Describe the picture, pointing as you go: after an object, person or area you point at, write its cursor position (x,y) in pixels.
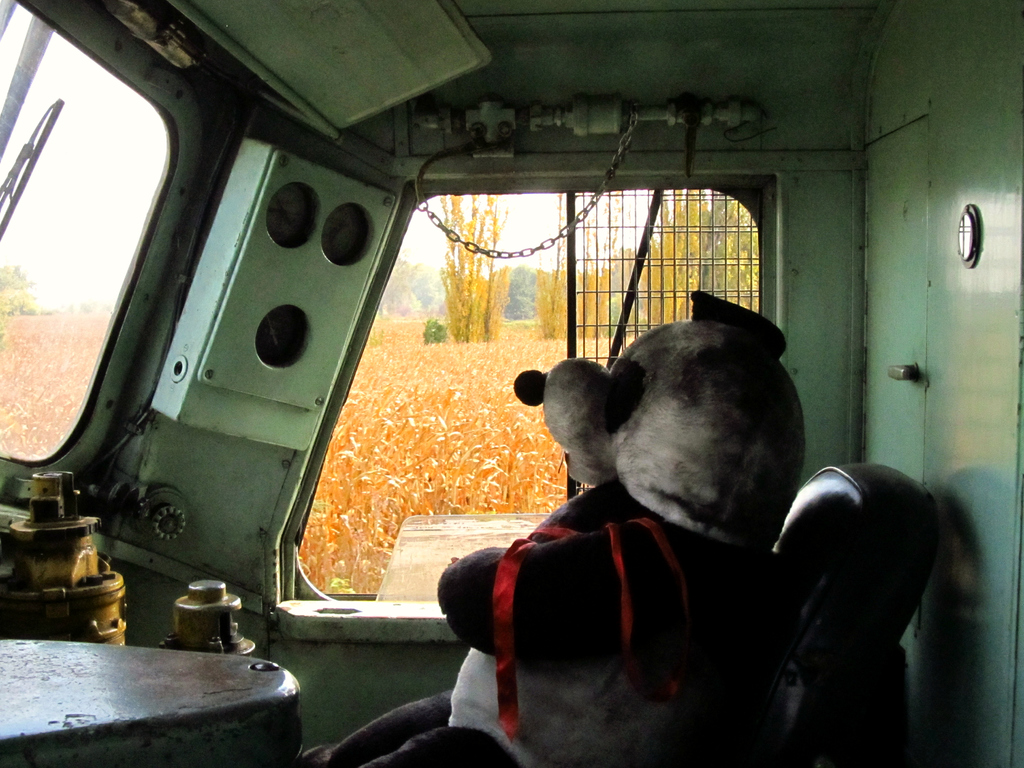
In this image on a vehicle (416,42) there is a soft toy (547,660) on the chair (790,653). In the background (435,418) there are plants (433,422), trees (529,283) and sky (111,160).
